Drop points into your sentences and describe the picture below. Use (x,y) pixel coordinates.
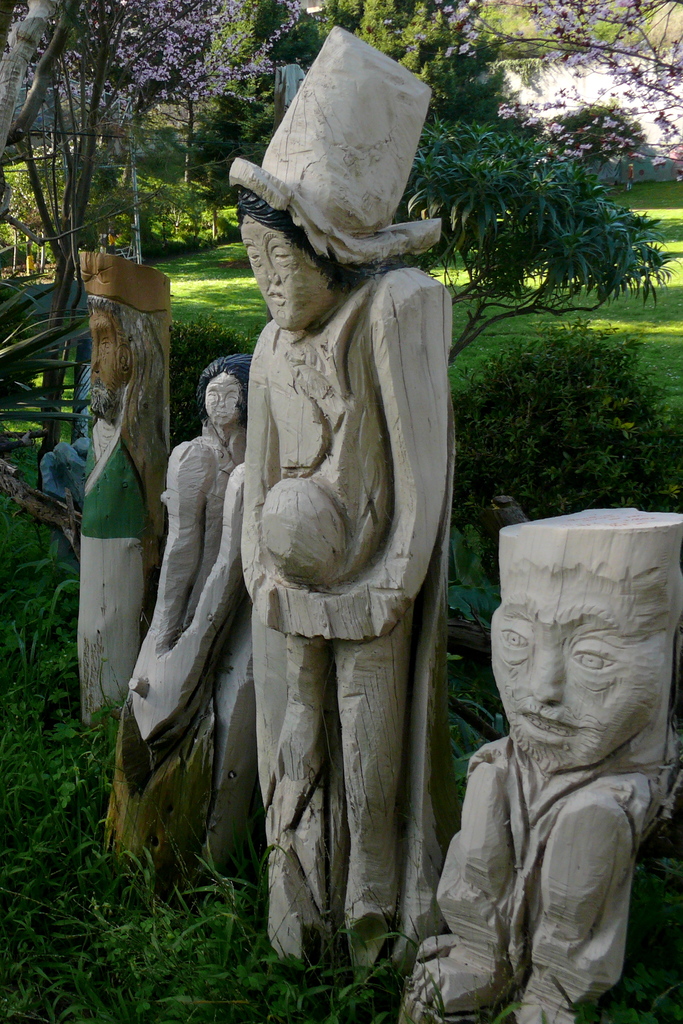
Here we can see statues (367,766). Background (562,386) there are trees (484,195), plants (567,408) and grass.
